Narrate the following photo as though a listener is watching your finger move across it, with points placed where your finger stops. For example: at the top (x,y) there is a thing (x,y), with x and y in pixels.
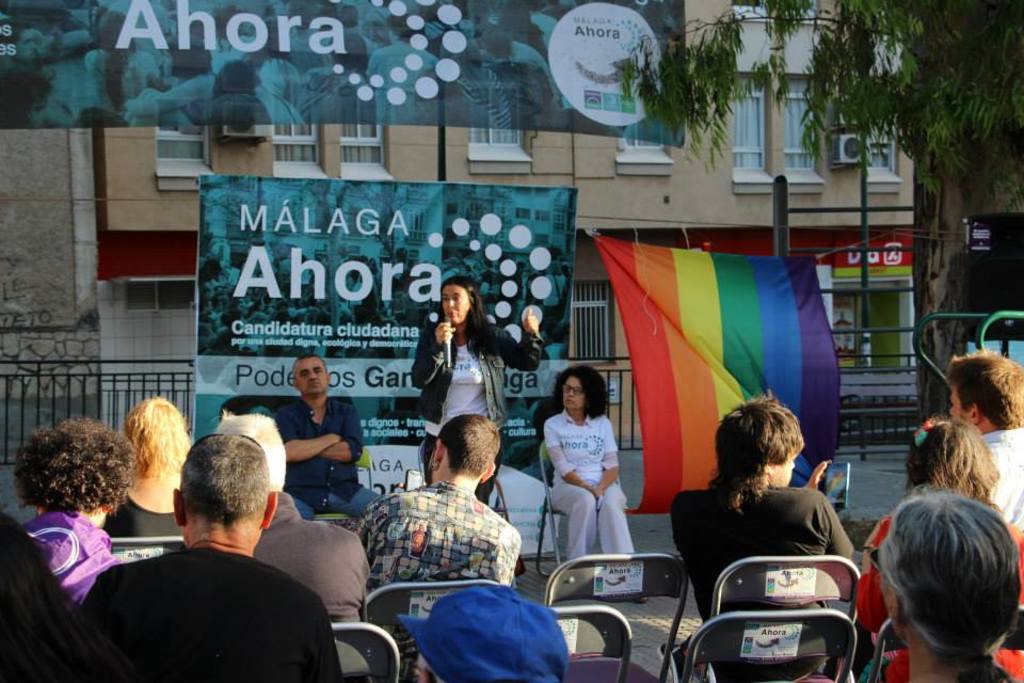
In this picture I can see there are few people (259,613) sitting on the chairs (659,575) and in the backdrop (454,391) I can see there is a person (508,347) standing and speaking and holding the micro phone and in the backdrop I can see there is a tree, a fence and a building (594,189).
